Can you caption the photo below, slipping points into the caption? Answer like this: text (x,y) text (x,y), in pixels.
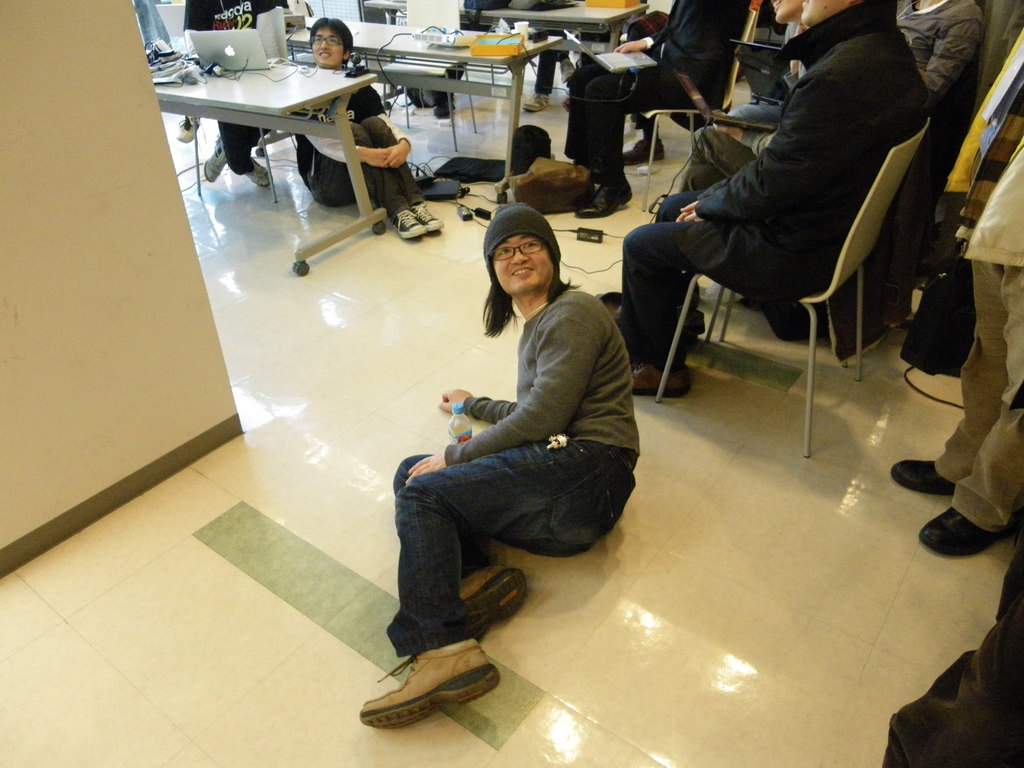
In this image I see lot of people (499,257) who are sitting on the chairs (689,297) and 2 of them over here are on the ground (238,711). I also see that there are few tables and few things (504,50) on it.
